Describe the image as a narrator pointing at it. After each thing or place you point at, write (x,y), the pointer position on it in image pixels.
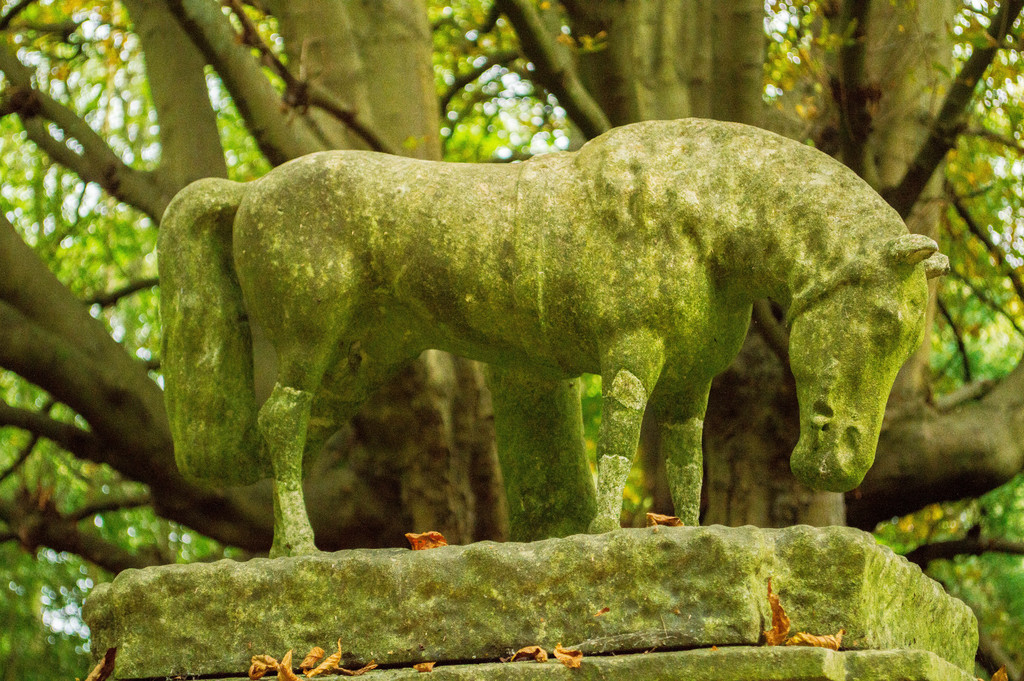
In this image we can see statue (376,321), pedestal (603,602), dried leaves (779,622), trees (538,96) and sky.
